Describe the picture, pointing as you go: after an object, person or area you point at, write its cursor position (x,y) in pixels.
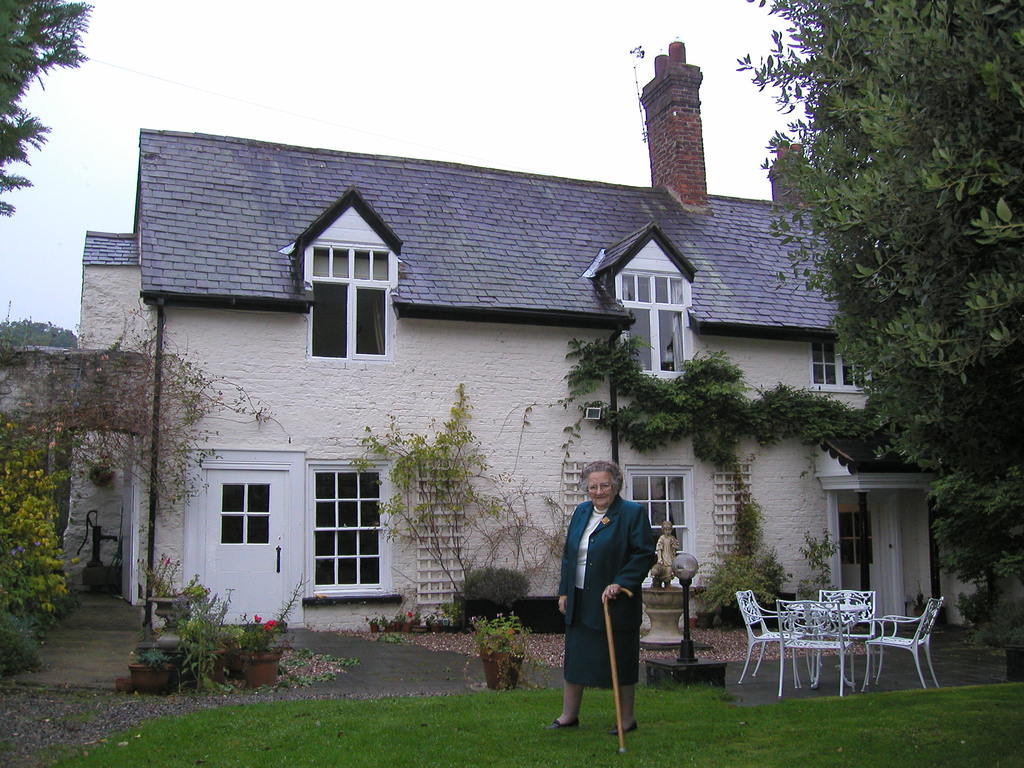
There is a woman (604,577) standing on the grass (545,718) in the lawn (589,721), holding a stick (613,678) in her hand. There are some table (833,615) and chairs (795,616) here. In the background (408,407) there is a building (327,406) with some Windows (669,307), trees (881,93) and sky (511,65) here.
